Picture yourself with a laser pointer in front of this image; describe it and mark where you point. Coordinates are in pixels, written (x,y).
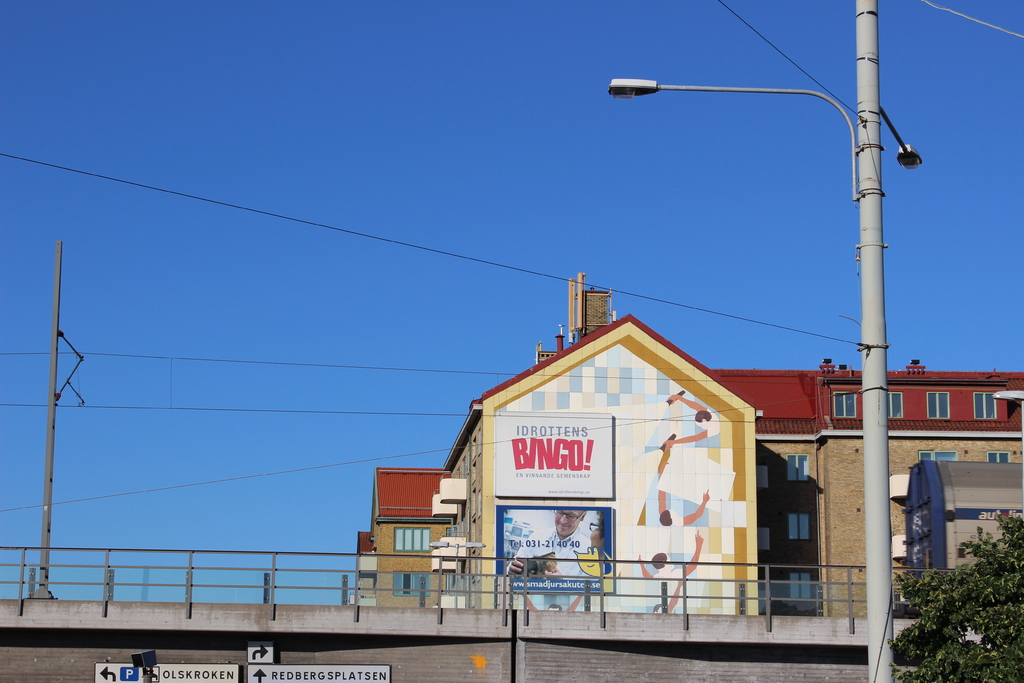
In this image I can see the poles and the bridge (519,623) with railing (575,603) and the boards (528,587). To the right (923,627) I can see the tree (923,627). In the background (776,484) I can see the buildings (451,500) and the sky (186,371).
